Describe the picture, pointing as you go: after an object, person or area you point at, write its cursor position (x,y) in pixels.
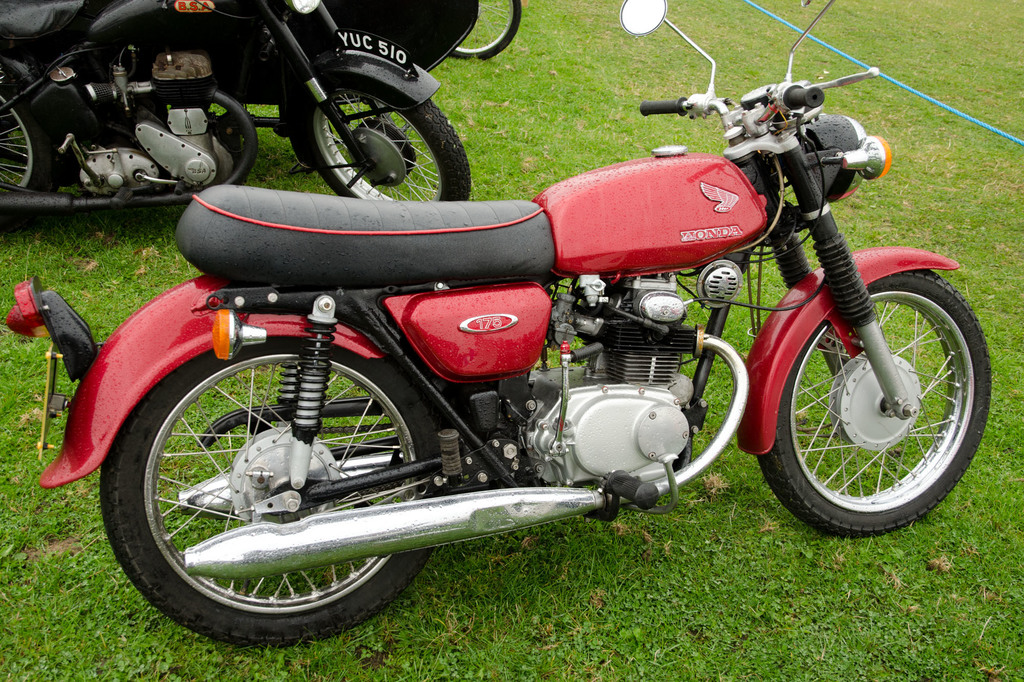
In this picture we can see motorcycles (461,303) on the ground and in the background (824,378) we can see the grass (820,340).
